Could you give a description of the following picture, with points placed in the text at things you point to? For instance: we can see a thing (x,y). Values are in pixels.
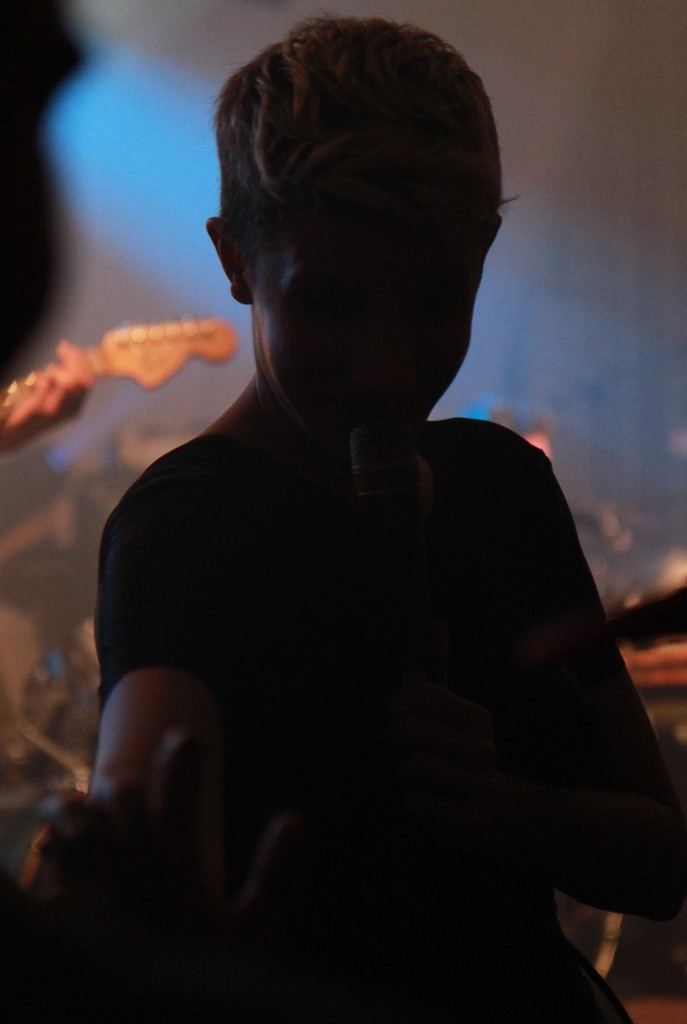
In this image there is a person (372,696) holding the mike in his hand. In front of him we can see the hand (269,898) of a person (198,913). Behind him there is a person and there are a few musical instruments (679,671).
